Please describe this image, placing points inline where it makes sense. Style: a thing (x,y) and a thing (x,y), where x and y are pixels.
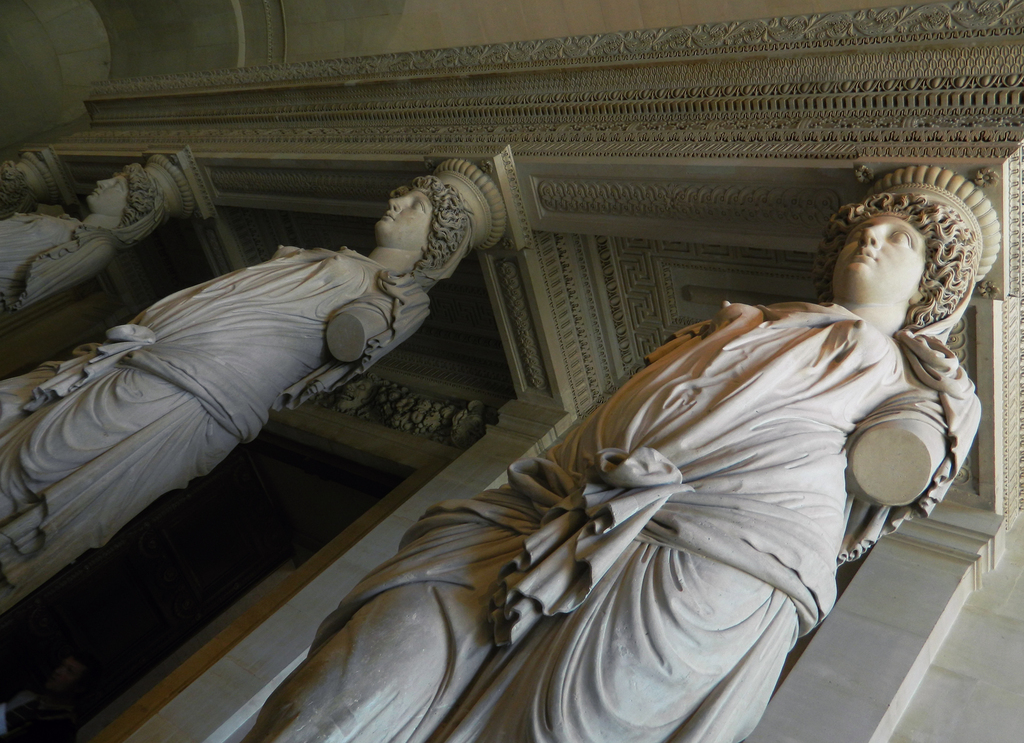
In this picture we can see there are sculptures (287,299) and behind the sculptures (208,441) there is a wall (3,117).
